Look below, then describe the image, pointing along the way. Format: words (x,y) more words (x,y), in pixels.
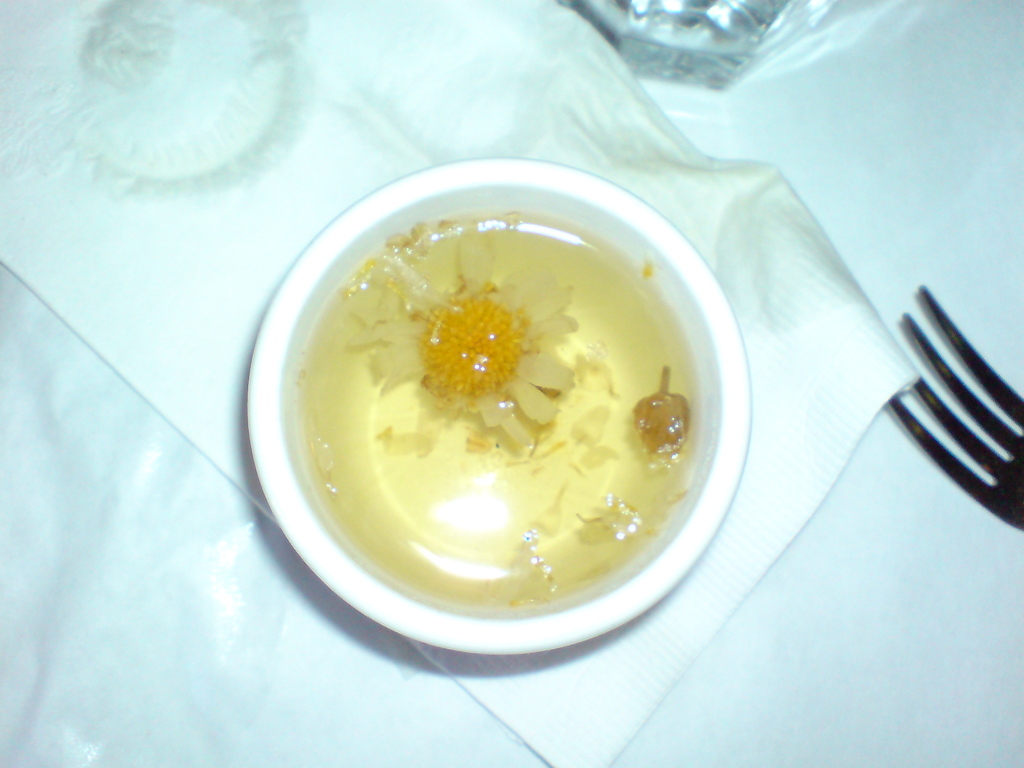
In this picture, we can see a food item (581,420) served in a bowl (599,237) and kept on the object (757,505), and we can see the fork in right side of the picture (1015,521), and we can see some object (695,84) in the top side of the picture (613,22).
